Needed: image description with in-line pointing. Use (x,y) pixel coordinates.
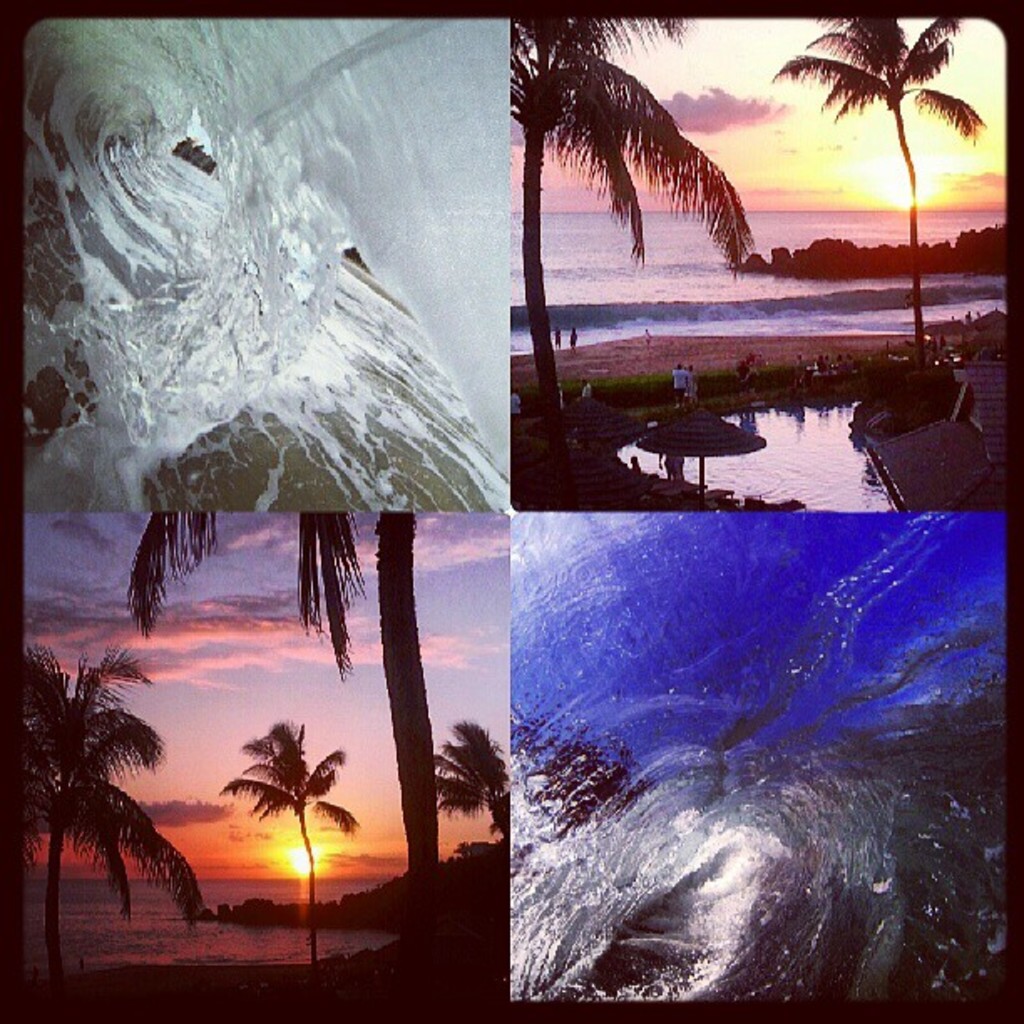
This image is a collage. In the first image we can see water (266,292). In the second image there is a sea (644,309), trees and people (751,369) and there is a parasol (700,458). In the third image there are trees (75,780), sky (165,791) and water (127,924). In the fourth image we can see a wave (748,898).
